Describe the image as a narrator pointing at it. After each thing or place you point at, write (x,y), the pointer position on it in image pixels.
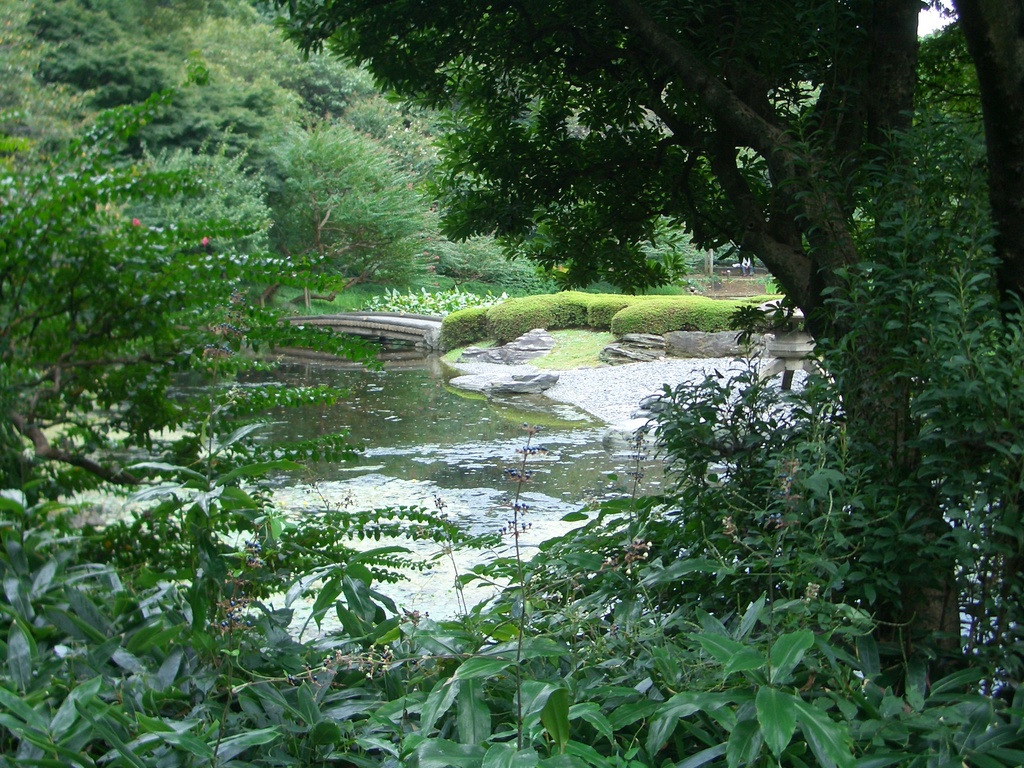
In this image I can see the water (381,446). To the side of the water (421,409) I can see the ground (513,362), railing (335,322) and the plants (680,325). And there are many trees (348,174) around the water (392,365). In the back (939,15) I can see the sky (924,21).
